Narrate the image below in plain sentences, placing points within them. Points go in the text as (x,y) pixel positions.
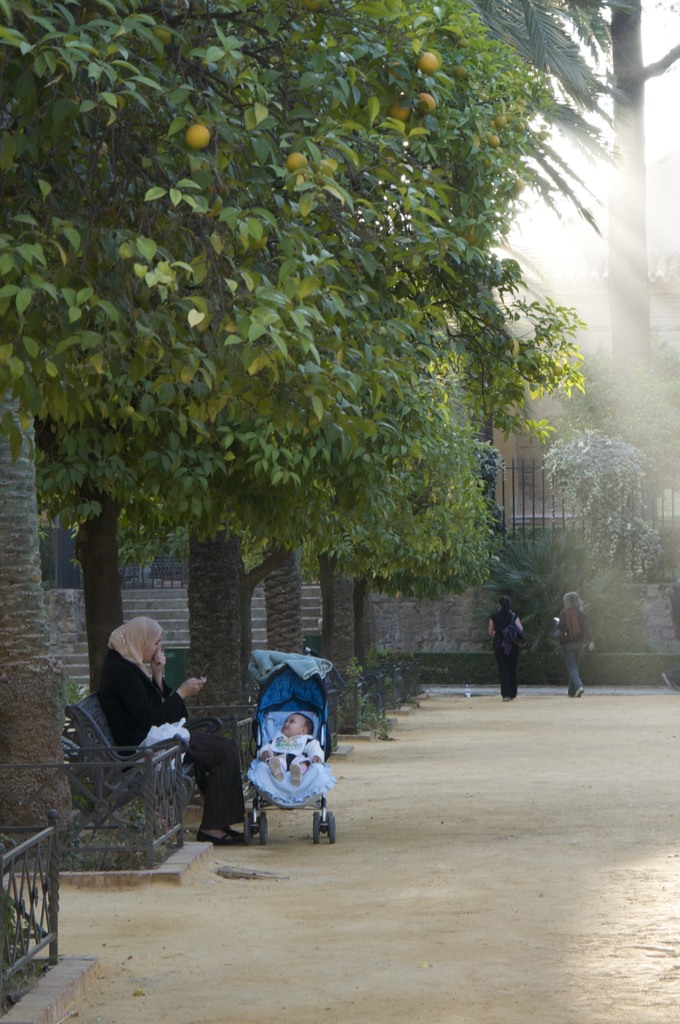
In this image on the left (143,709), there is a woman (166,694), she is sitting on the bench (92,722), in front of her there is a baby (277,754) and there are trees (208,635). In the middle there are two women (516,650), they are walking. In the background (536,573) there are trees (620,376).
